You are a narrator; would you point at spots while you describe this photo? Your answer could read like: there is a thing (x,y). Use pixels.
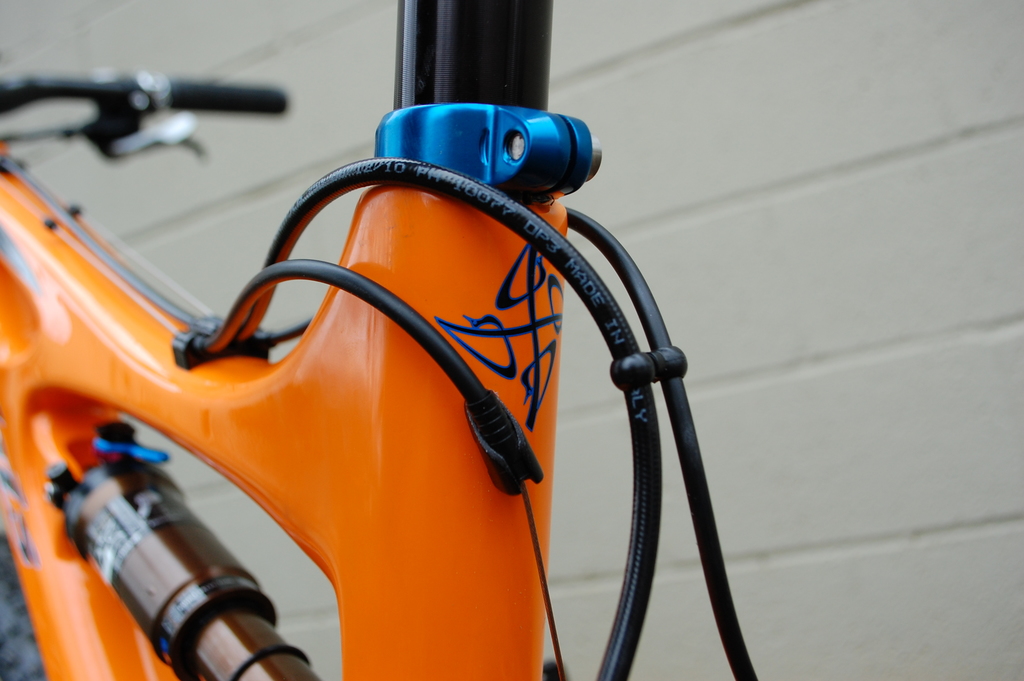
In this image I see a cycle (443,338) which is of orange in color and I see the wires (259,279) over here which are of black in color and I see few words (586,279) written over here and in the background (340,37) I see the white wall (619,53) and it is blurred in the background (49,9).
